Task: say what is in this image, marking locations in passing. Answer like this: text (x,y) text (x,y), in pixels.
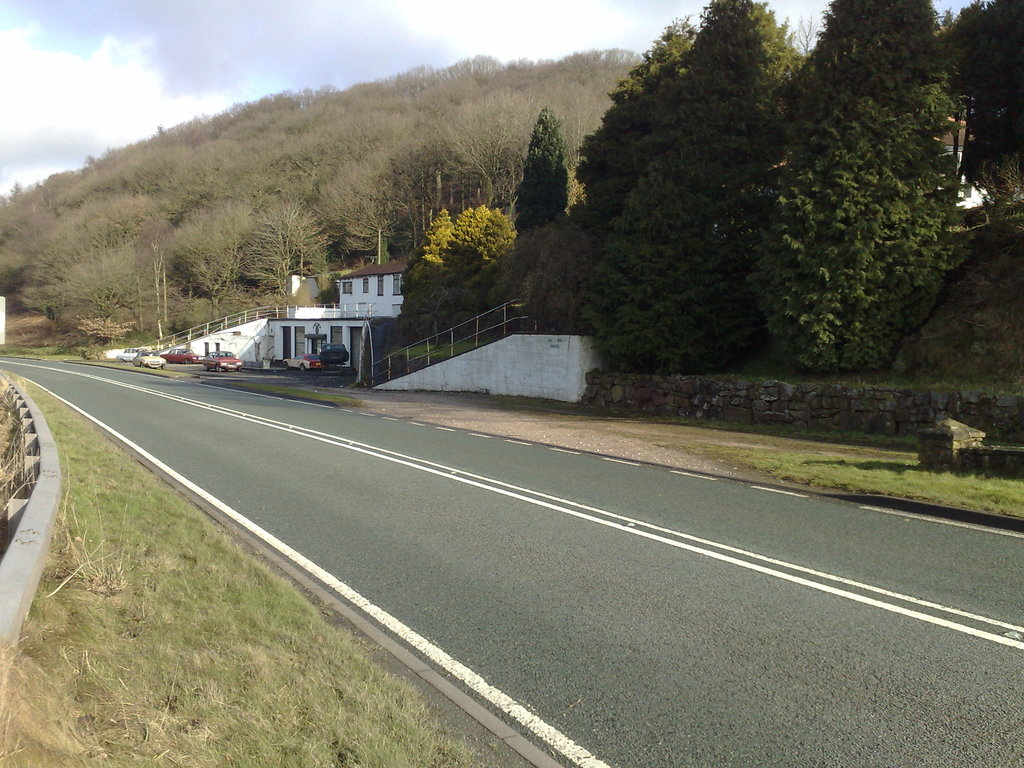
This picture is clicked outside. In the foreground (197,700) we can see the grass (196,523) and the concrete road (667,497). In the center (392,273) we can see the house (378,269), metal rods (288,313), vehicles (224,359) and many other objects (1003,441) and we can see the trees (622,177). In the background (332,78) we can see the sky (189,72).
